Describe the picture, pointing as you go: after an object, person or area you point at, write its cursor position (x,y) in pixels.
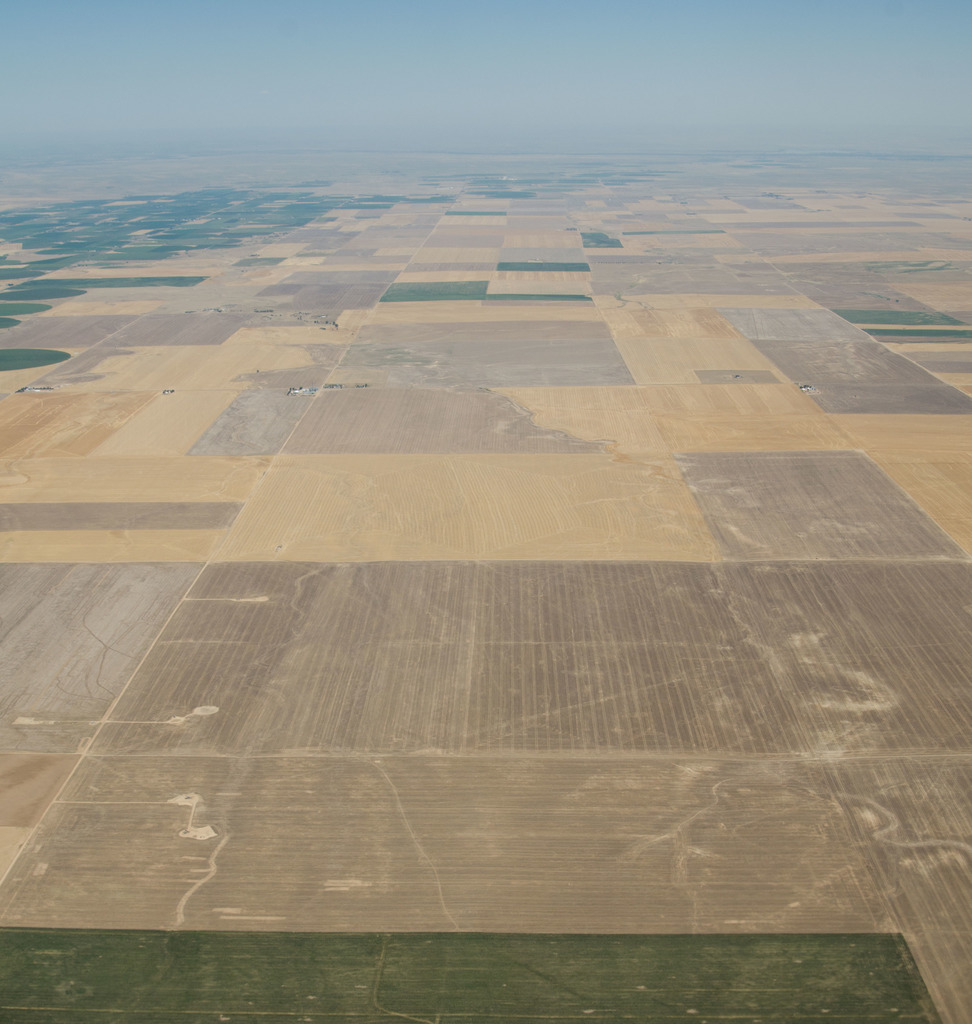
This picture shows the aerial photography. At the top (292,48) there is the sky (292,48). There is some grass (346,973) on the surface (328,836).
